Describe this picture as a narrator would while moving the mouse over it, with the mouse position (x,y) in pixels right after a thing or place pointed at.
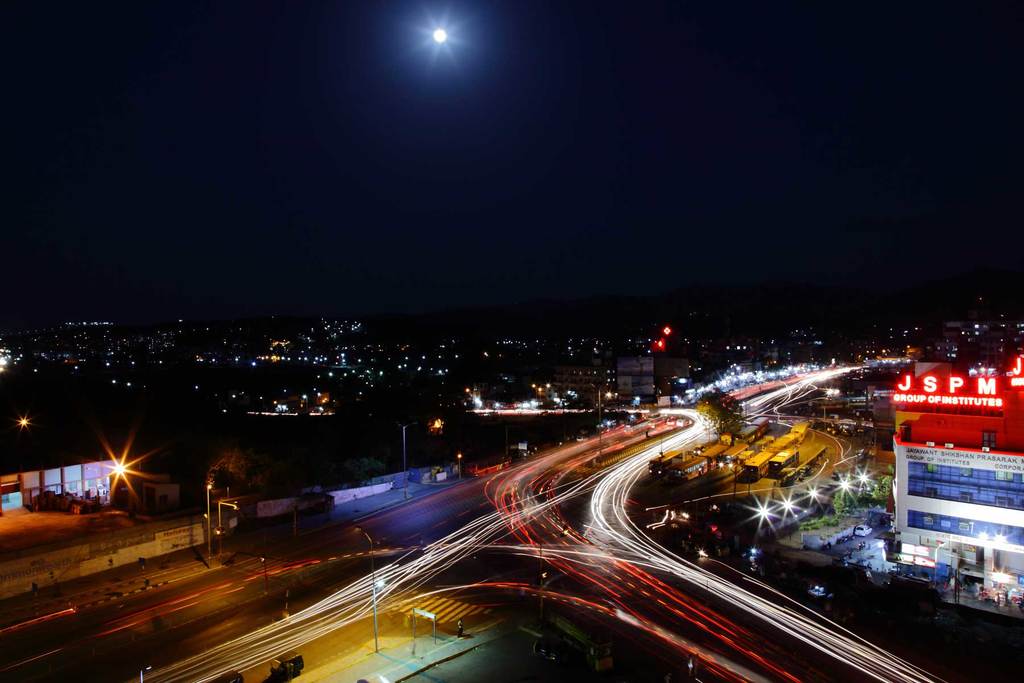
This image is an aerial view. At the bottom of the image (537,498) there are roads (438,502) and we can see vehicles (749,454) on the roads (444,669). There are poles (461,455) and we can see lights (124,460). In the background (950,517) there are buildings (928,449) and stores (953,404). At the top (364,122) there is sky (452,127).
